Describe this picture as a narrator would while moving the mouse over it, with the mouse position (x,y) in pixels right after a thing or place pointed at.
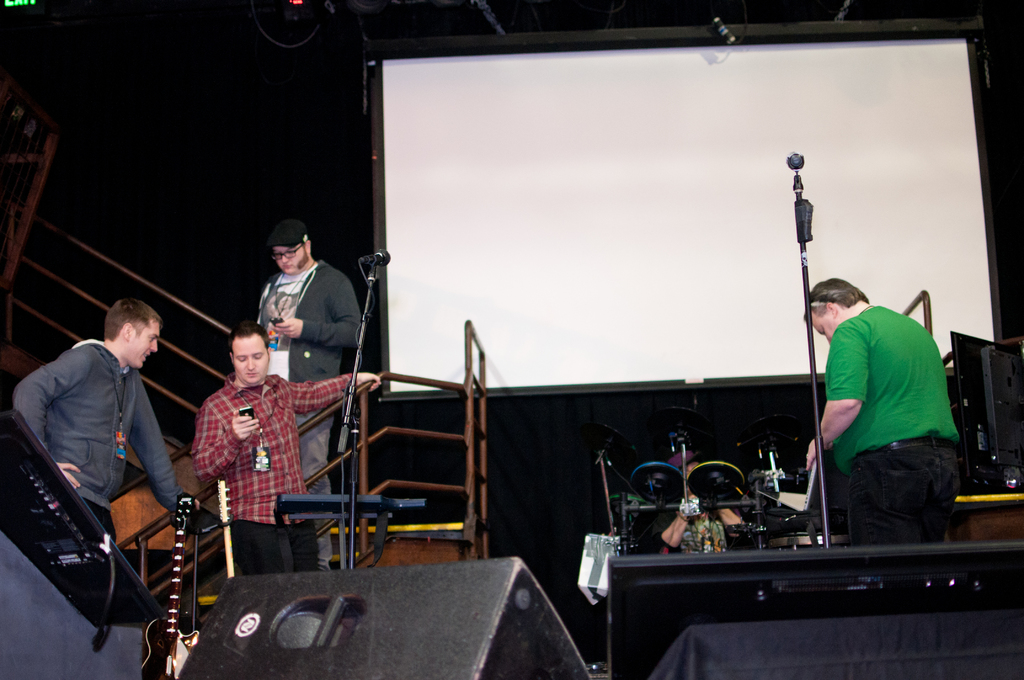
In this image I can see number of people (838,325) are standing, I can also see few mics (365,259) and a screen (823,206).
